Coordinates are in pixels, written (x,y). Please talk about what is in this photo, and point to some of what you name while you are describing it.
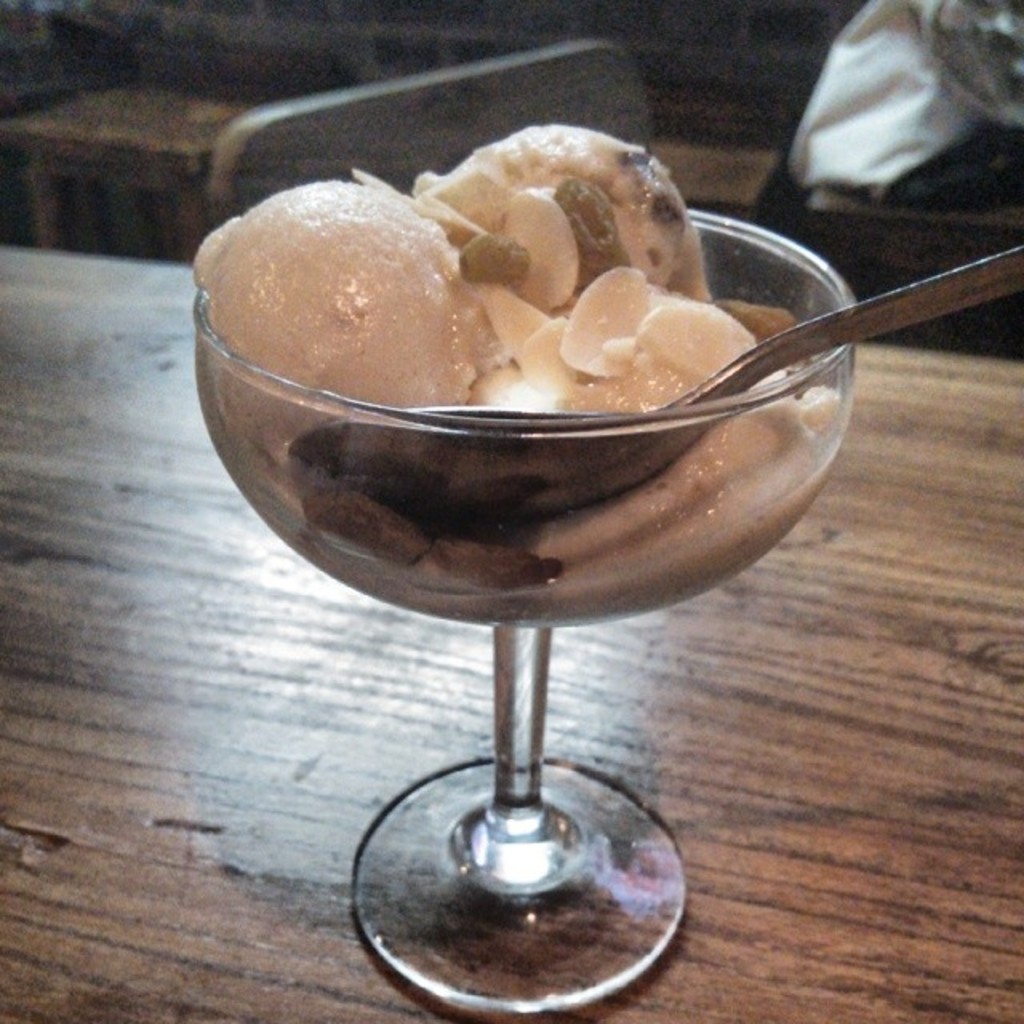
In the foreground of this image (675,410), it seems like an ice cream (679,375) in a cup (603,434) with a spoon (668,436) which is on a wooden table (891,784). At the top (564,98), there are few objects (530,90).
